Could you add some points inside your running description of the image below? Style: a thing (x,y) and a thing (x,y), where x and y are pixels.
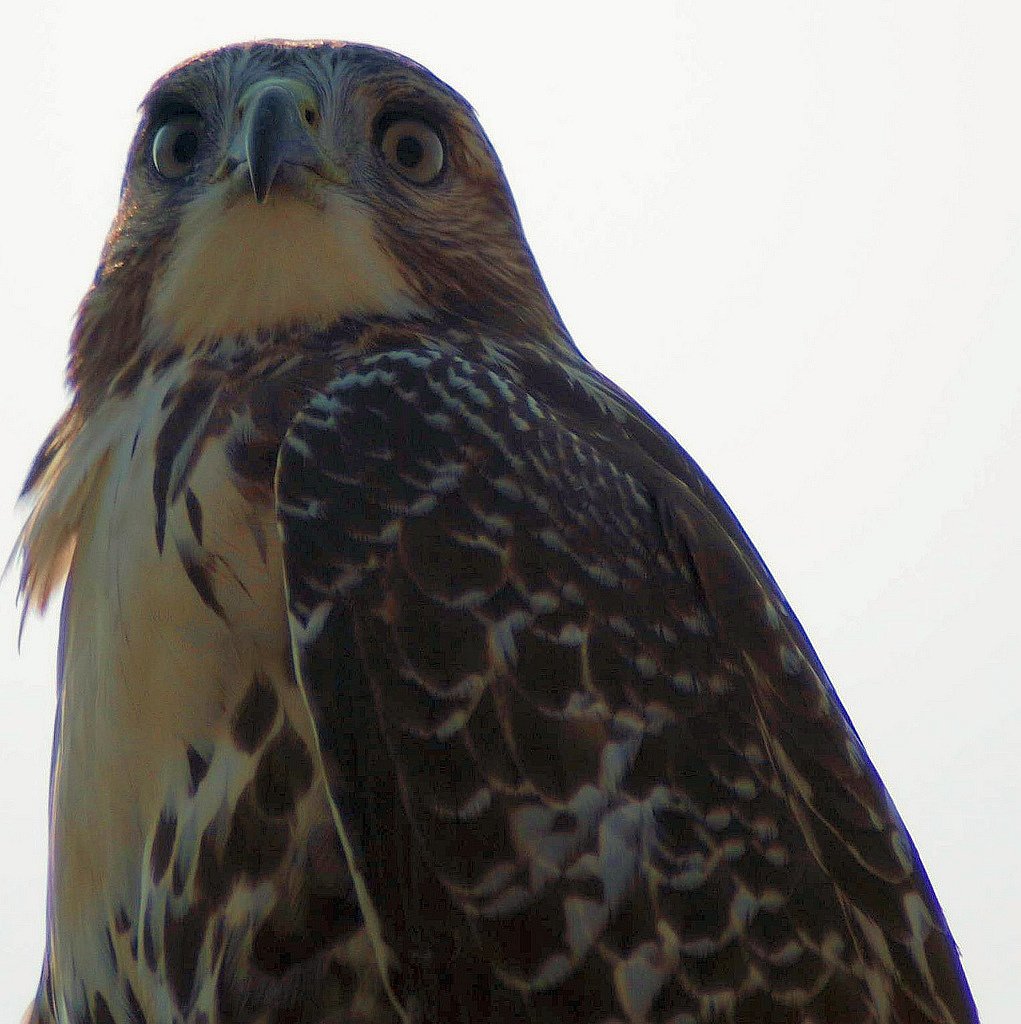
In this image we can see an eagle (453,551) and a white background (828,22).
